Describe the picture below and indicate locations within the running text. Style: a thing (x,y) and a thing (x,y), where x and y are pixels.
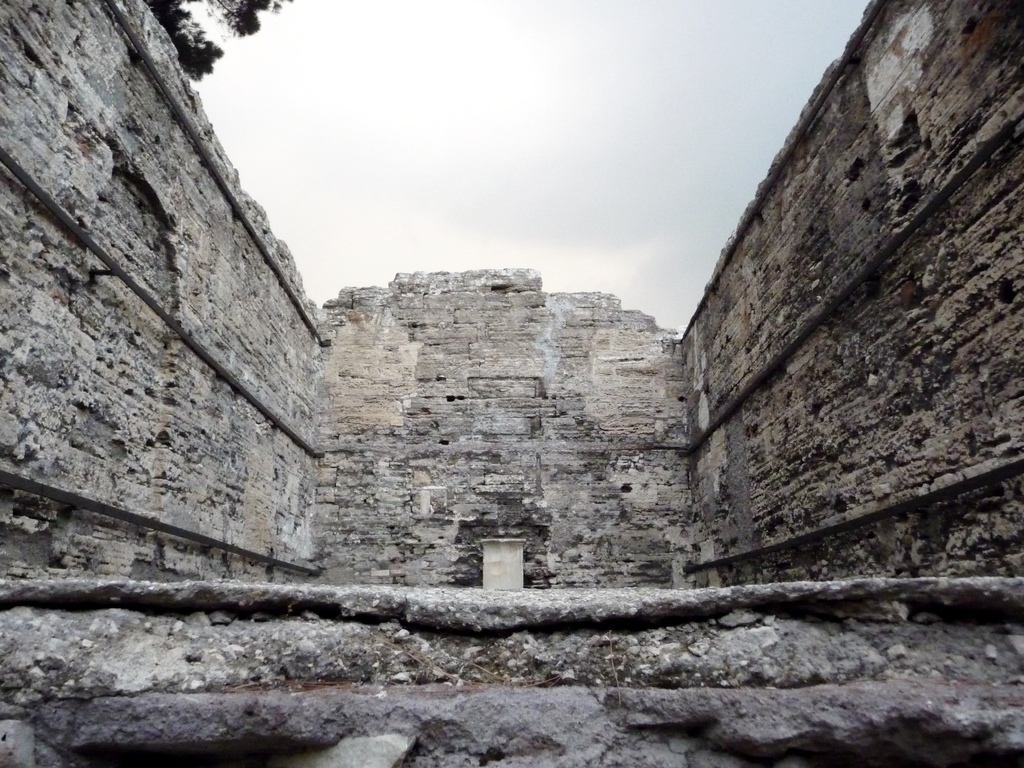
In this picture we can see the walls (670,393) of a building (416,389) and there is sky (582,90) at the top side of the image (513,83), it seems to be there is a tree (245,30) at the top side of the image (186,46).
